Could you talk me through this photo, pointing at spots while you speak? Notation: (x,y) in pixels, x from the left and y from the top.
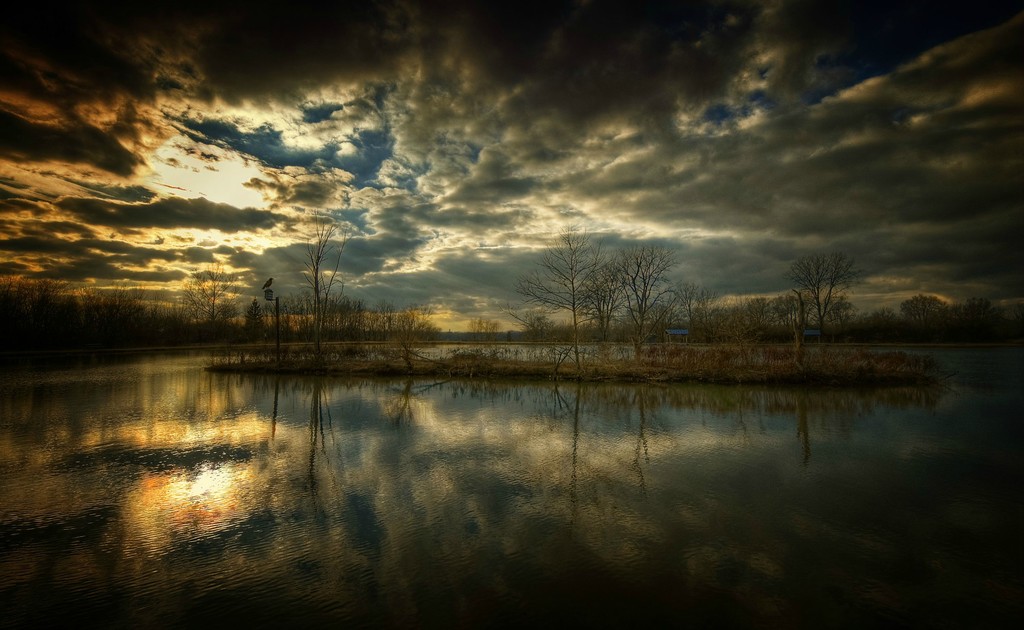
In this picture there is water (8,447) at the bottom side of the image (386,469) and there are trees (343,329) in the center of the image (361,317) and there is a bird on the pole (278,323) in the image and there is sky (343,65) at the top side of the image (291,74).
